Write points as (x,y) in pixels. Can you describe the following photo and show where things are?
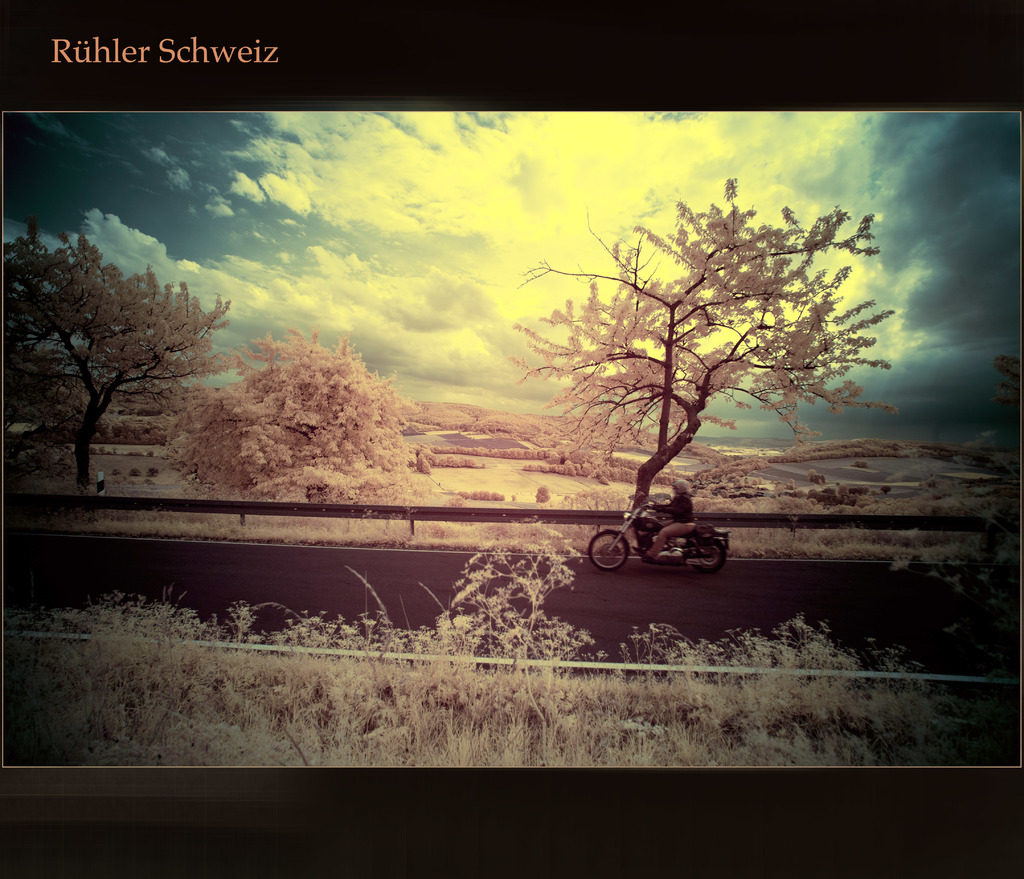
In this image I can see the road (676,638). On the road (696,635) there is a person (659,533) with the motorbike (611,539). To the side of the person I can see the railing (409,510) and many trees (717,360). In the background (415,347) I can see the clouds (412,202) and the sky (198,237).
